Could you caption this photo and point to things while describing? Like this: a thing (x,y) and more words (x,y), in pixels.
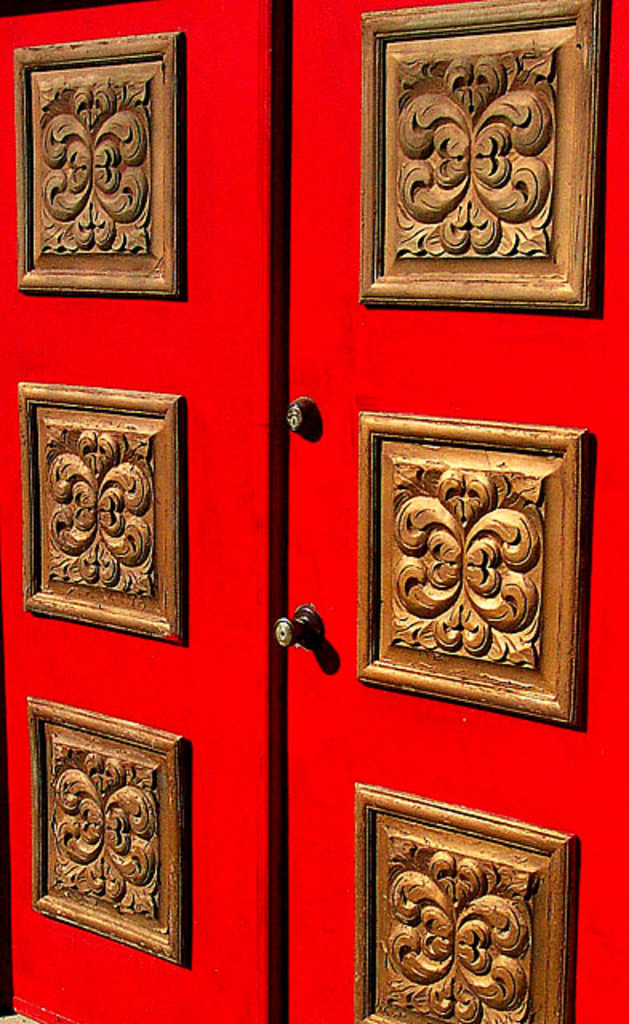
In this image, we can see red color doors (561,740) with wooden sculpture (576,718) on it.
